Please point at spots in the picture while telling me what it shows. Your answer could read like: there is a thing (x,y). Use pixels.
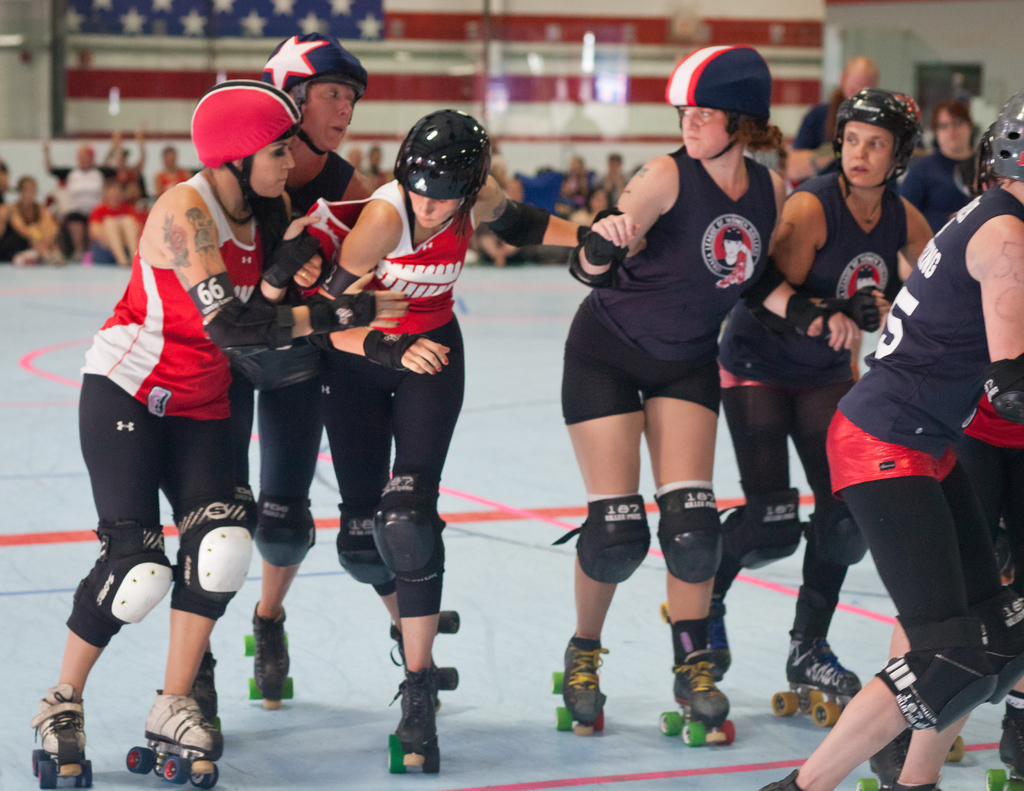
In the foreground of the picture (463,730) there are women (903,525) skating, they are wearing helmets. In the background (93,187) there are audience (504,183). At the top (471,34) there is a flag (731,21). On the right (965,78) there is a door (952,70). The background (946,83) is blurred.
